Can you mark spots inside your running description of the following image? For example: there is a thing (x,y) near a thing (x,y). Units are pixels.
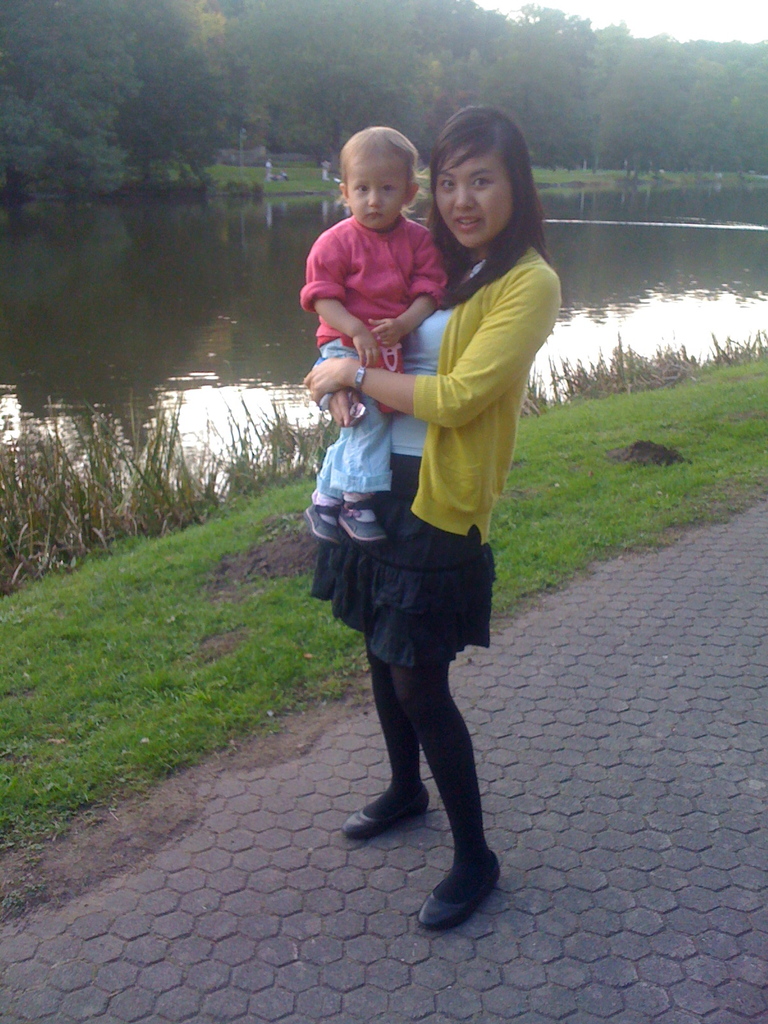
In this picture I can see a woman (452,619) holding a baby (366,235) in her hands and I can see water (152,305) and trees (546,23) in the back (508,50) and I can see grass (120,583) on the ground (221,561) and I can see sky (590,13).
